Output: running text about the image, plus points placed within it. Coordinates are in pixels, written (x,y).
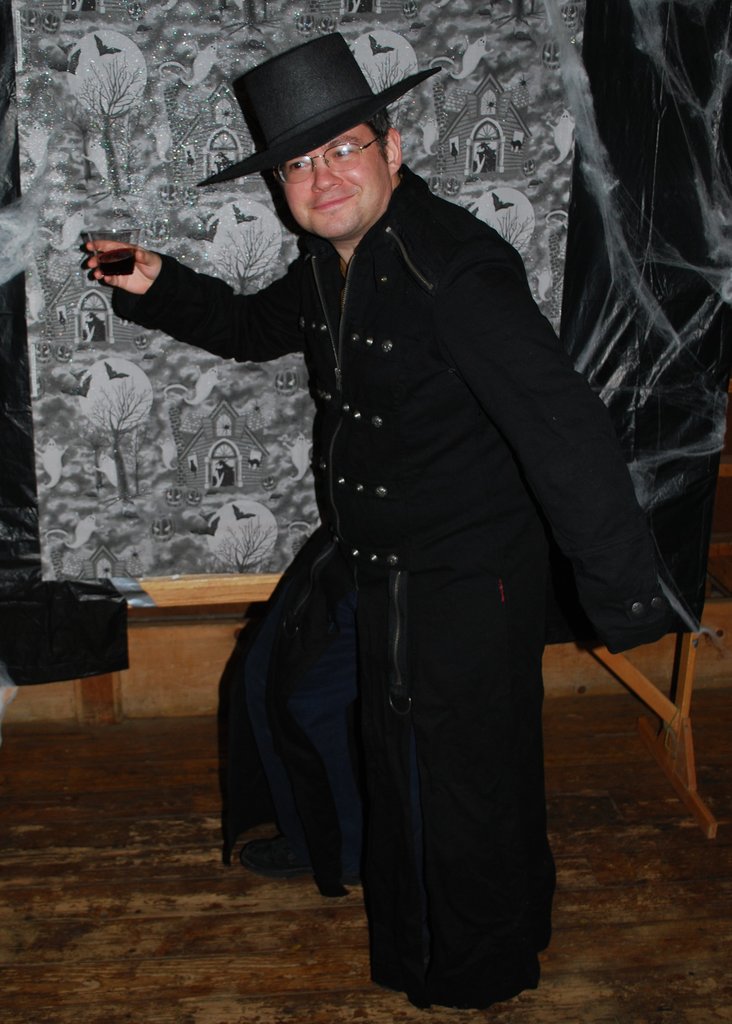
In this image, we can see a person (290,171) wearing a cap (246,168) is holding an object (110,253) and standing. We can see the ground (229,916). We can see a poster (39,359) with some images (289,464). We can also see a black colored object (715,459) and some wood (707,623).
